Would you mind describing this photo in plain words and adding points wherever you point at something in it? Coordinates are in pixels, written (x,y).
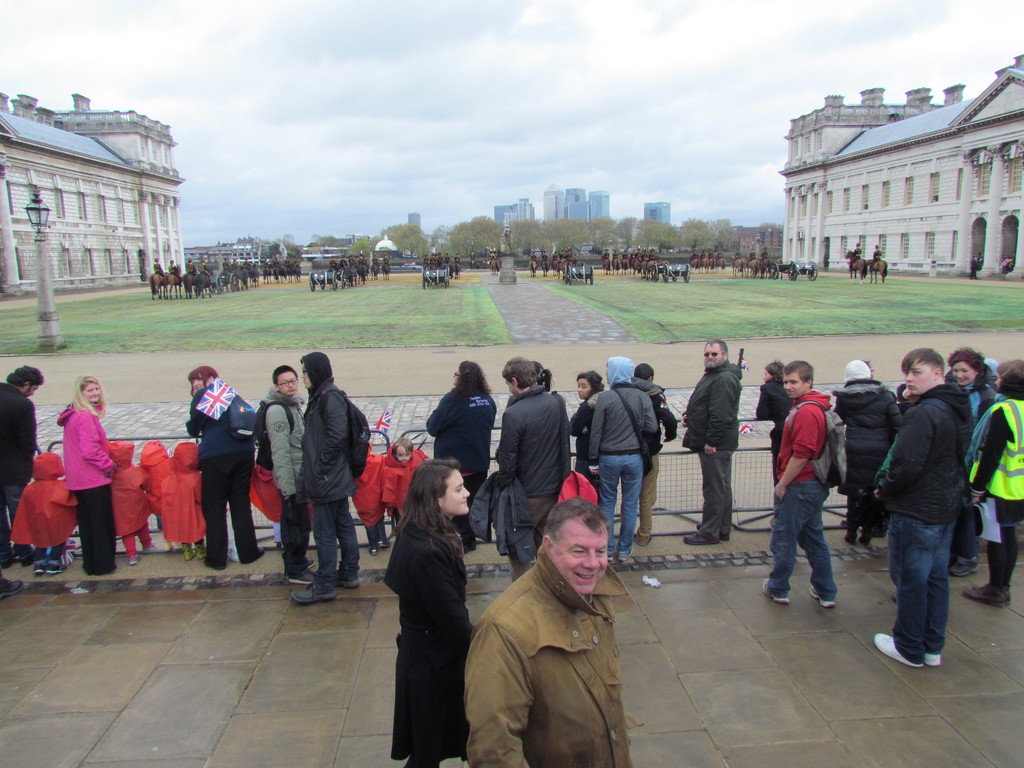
In the picture we can see some people (31,514) are standing on the path (756,611) and far away from them, we can see the grass surface (962,310) and on it we can see people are sitting on the horses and both the sides of the grass surface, we can see the buildings (90,137) and in the background (725,114) we can see the trees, buildings (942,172) and the sky (383,173) with clouds (524,6).
